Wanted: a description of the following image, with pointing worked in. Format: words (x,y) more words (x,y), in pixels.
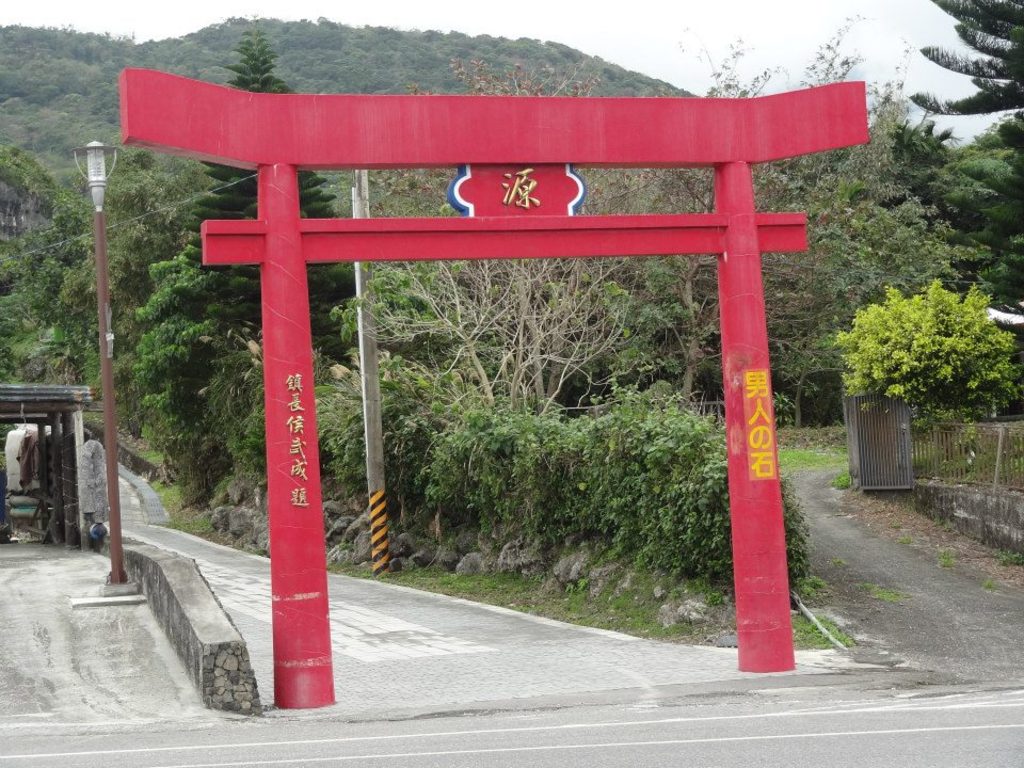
In this picture I can see the arch construction (499,200). I can see the road (577,639). I can see the trees (830,422). I can see the metal grill fence (891,463) on the right side (861,471). I can see the hill (399,71). I can see the light pole (99,224).
